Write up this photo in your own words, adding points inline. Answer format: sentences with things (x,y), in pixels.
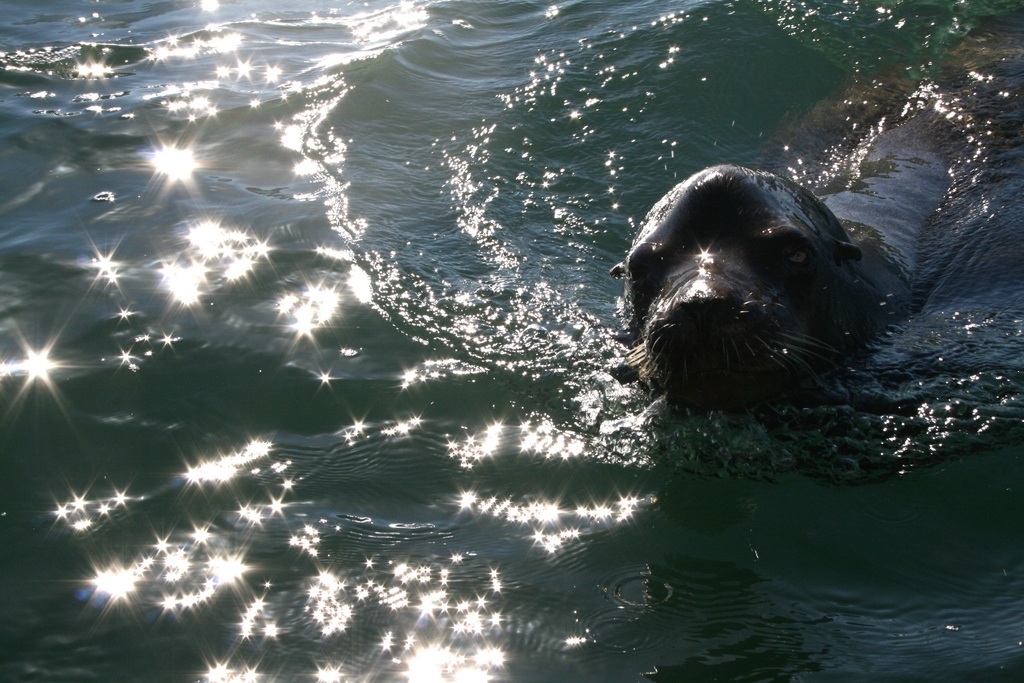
In this picture we can see a sea animal (712,290) in water (33,368).
